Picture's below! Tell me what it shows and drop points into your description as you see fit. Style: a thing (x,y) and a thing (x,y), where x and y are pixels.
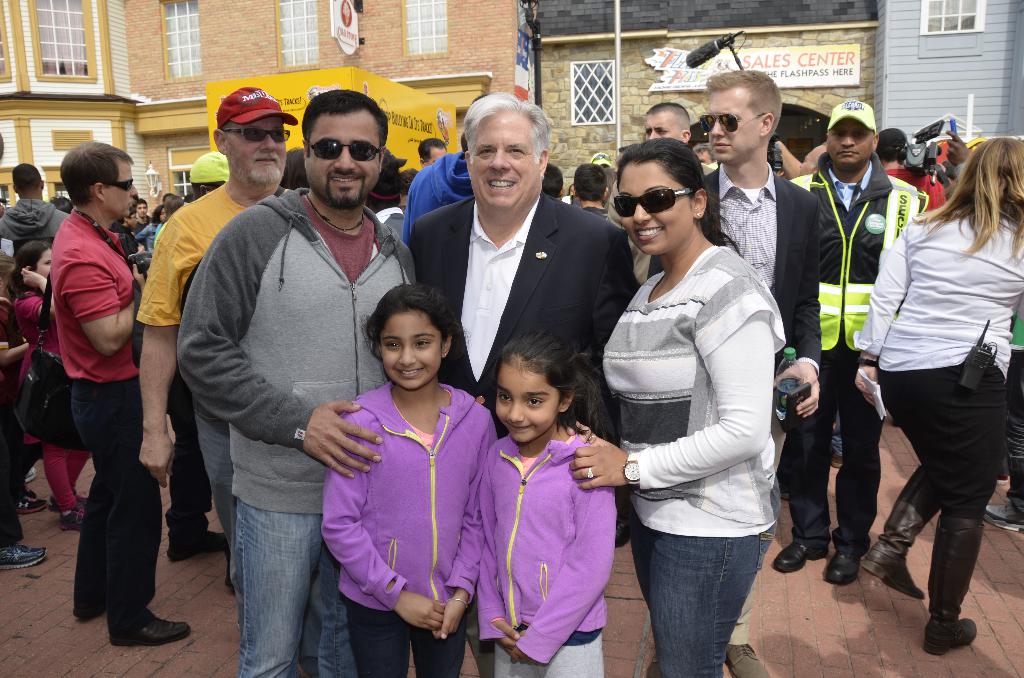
In this image, we can see a group of people (591,502), few people (590,555) are standing and few people (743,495) are walking. In the background (832,31), we can see a microphone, hoardings (372,82), buildings (438,75), glass window (579,90).
